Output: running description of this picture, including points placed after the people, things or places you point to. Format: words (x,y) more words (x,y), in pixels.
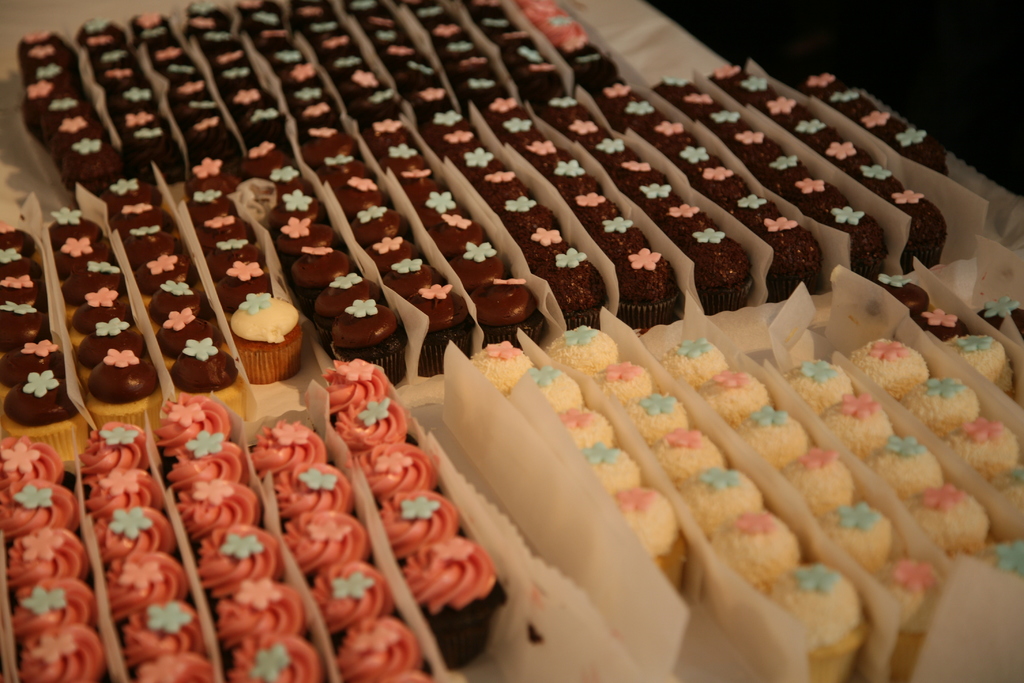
In this image I can see few cupcakes (529,246) in brown, white, peach and blue color. They are on the white surface (23,172). I can see few butter papers (624,605).
